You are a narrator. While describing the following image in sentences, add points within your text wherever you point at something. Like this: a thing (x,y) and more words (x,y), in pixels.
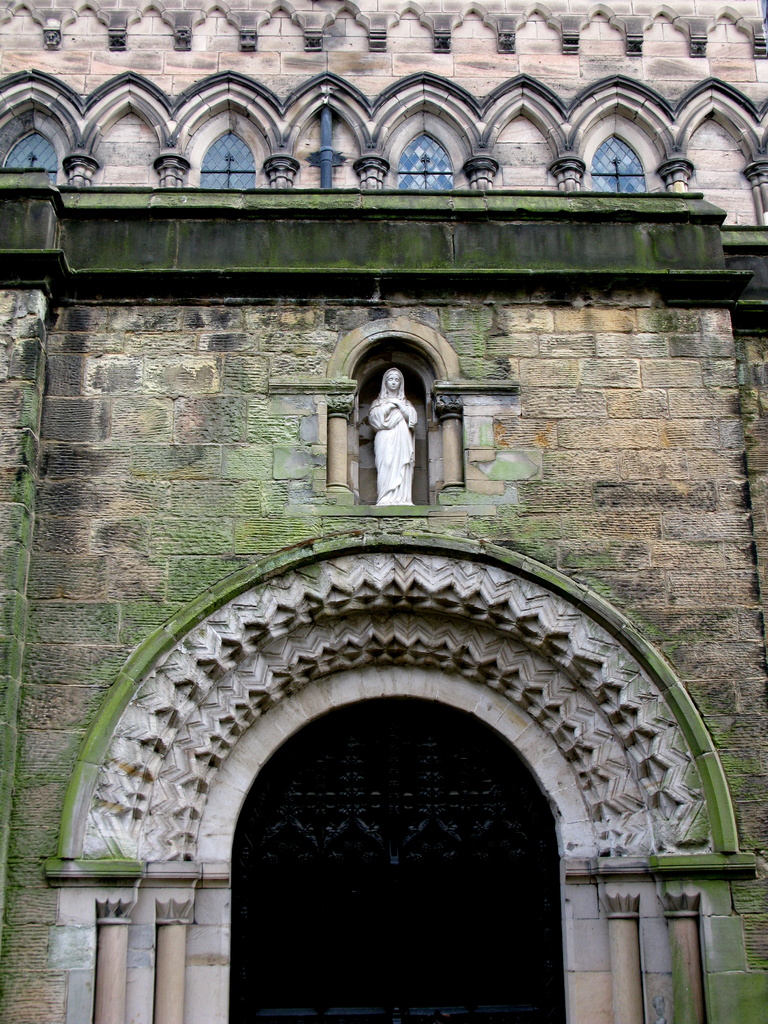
In this picture we can see a building (525,152). On this building (580,578) we can see an arch (279,580). There is a statue (392,495) and a few windows (422,170) are visible on this building (394,315).
